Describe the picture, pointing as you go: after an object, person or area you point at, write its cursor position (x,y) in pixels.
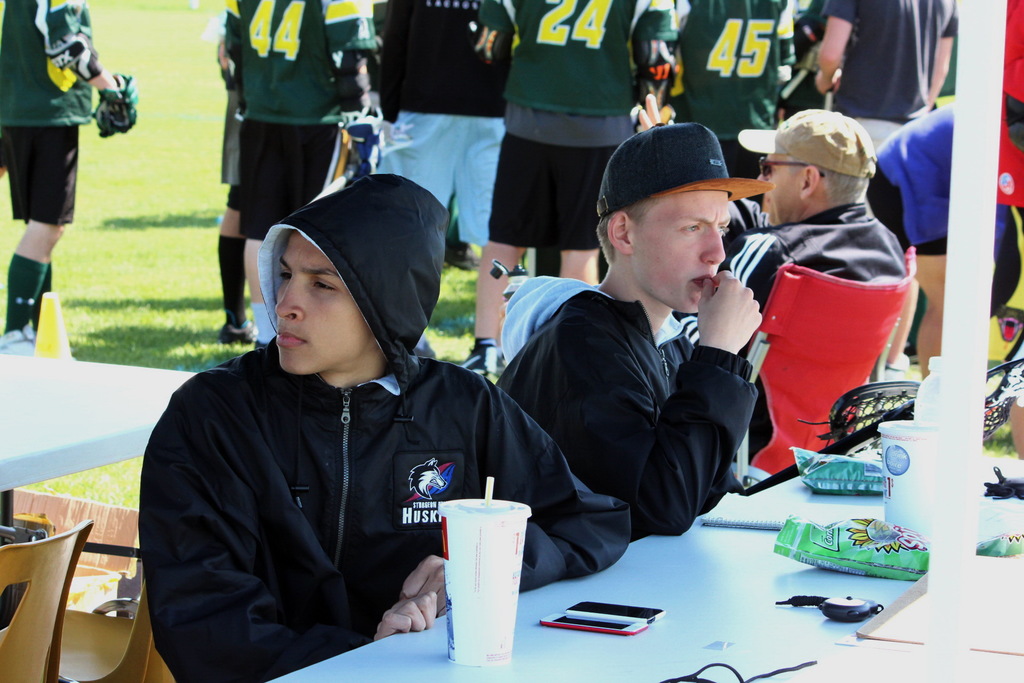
There are few people (512,469) sitting. This is a table (795,641). I can see the mobile phones (640,619), chip packets (846,524), glasses (451,562), bottle (929,398), book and few other things (891,628) are placed on the table (721,591). I think these are the chairs (60,584). There are groups of people (279,34) standing. This looks like a pole (963,236). Here is the grass (169,217).
